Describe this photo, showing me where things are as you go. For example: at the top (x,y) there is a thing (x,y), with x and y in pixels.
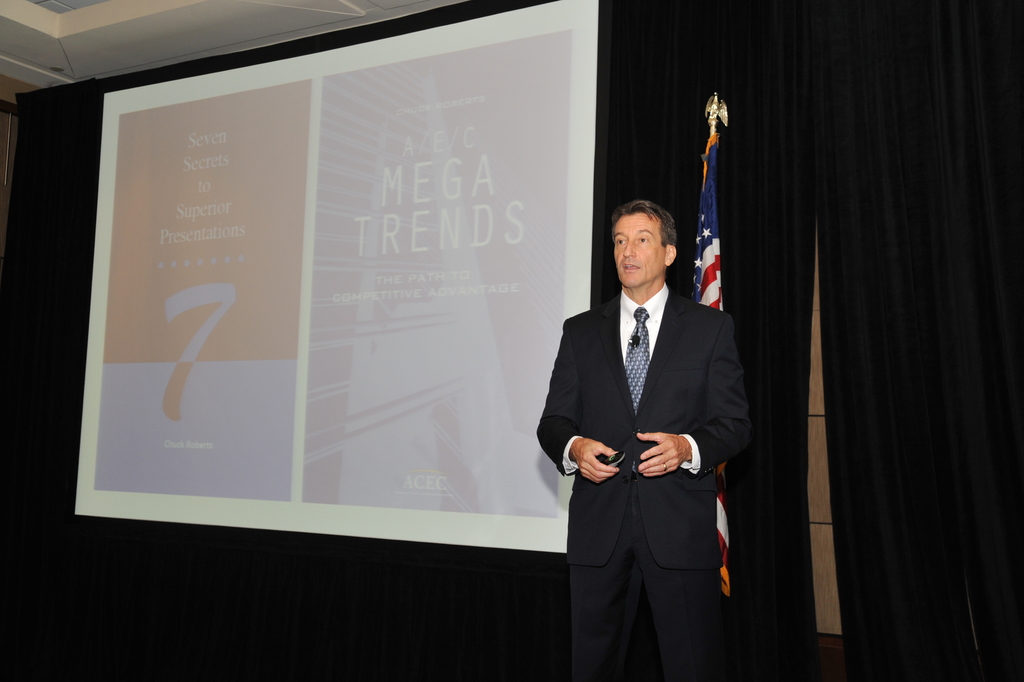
In this picture we can see a man (712,528) wearing a blazer (590,483), tie (640,379) and holding a device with his hand (580,466) and standing and at the back of him we can see a flag (713,143), screen (430,271) and curtains (662,202).
